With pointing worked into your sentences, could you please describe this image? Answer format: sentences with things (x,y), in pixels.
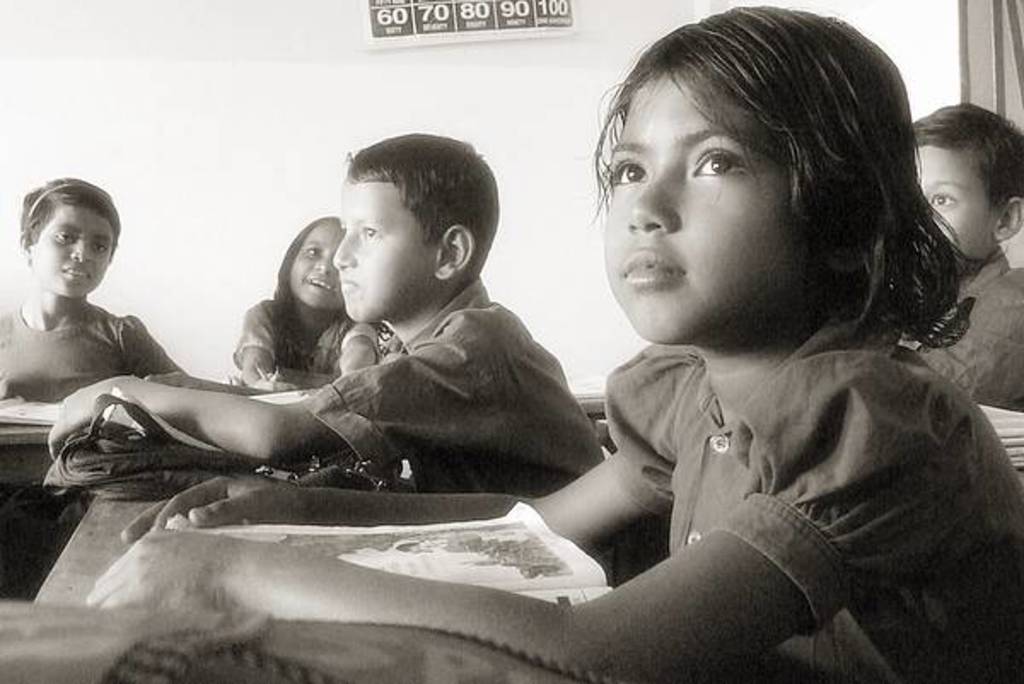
In this picture there are group of people (424,312) sitting and there are books (473,526) and bags (202,655) on the tables (92,530). At the back (514,14) there is a number chart (378,15) on the wall (558,59) and there are numbers (469,12) and there is text (428,24) on the chart (403,15). At the top right (961,28) it looks like a door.
